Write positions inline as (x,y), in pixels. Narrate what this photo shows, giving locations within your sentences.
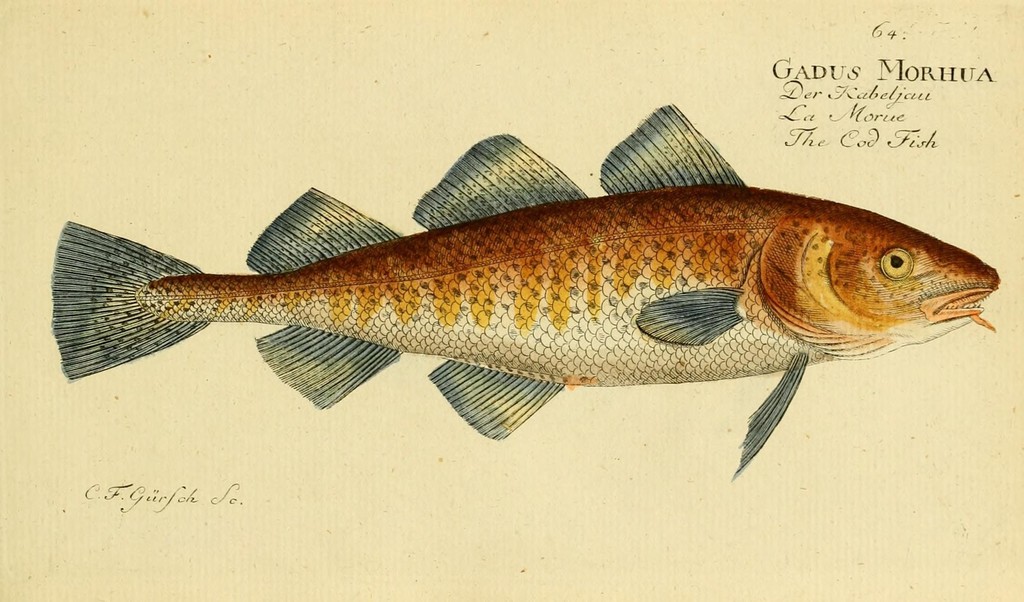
This is an animated image in this image in the center (498,275) there is one fish (891,288), and on the top (879,89) and bottom of the image (182,496) there is some text (212,500).
